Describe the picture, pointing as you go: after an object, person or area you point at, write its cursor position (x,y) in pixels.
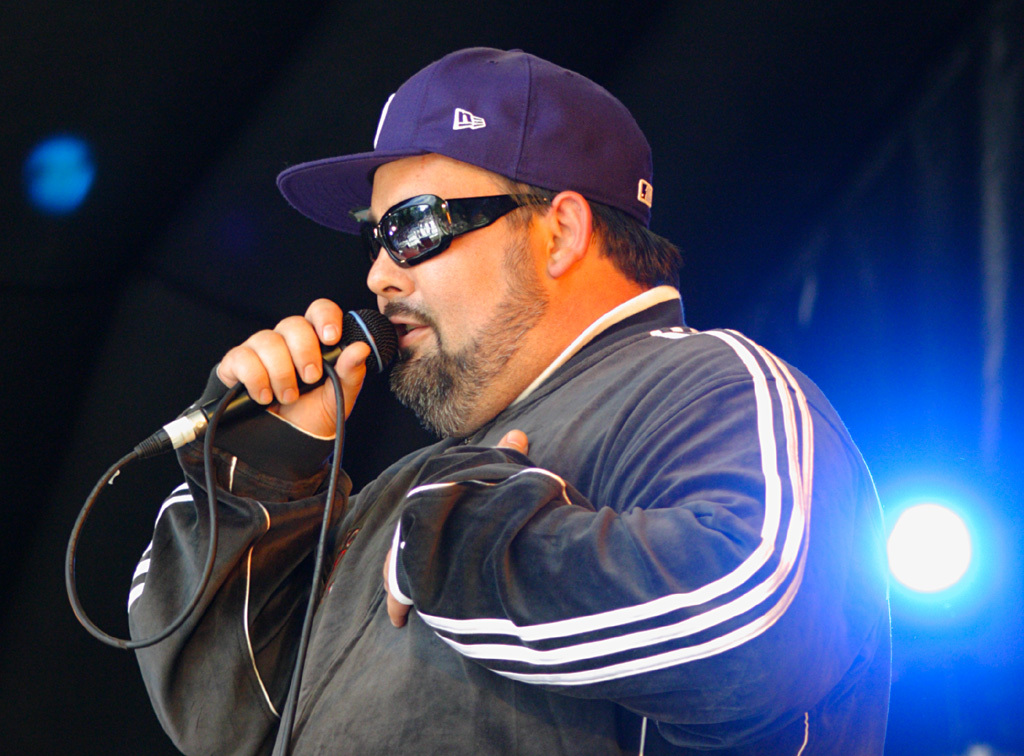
Here we can see a man (227,754) holding a microphone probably singing, he is wearing goggles (456,216) and Cap (569,168) in behind him we can see fancy lights (918,522).
